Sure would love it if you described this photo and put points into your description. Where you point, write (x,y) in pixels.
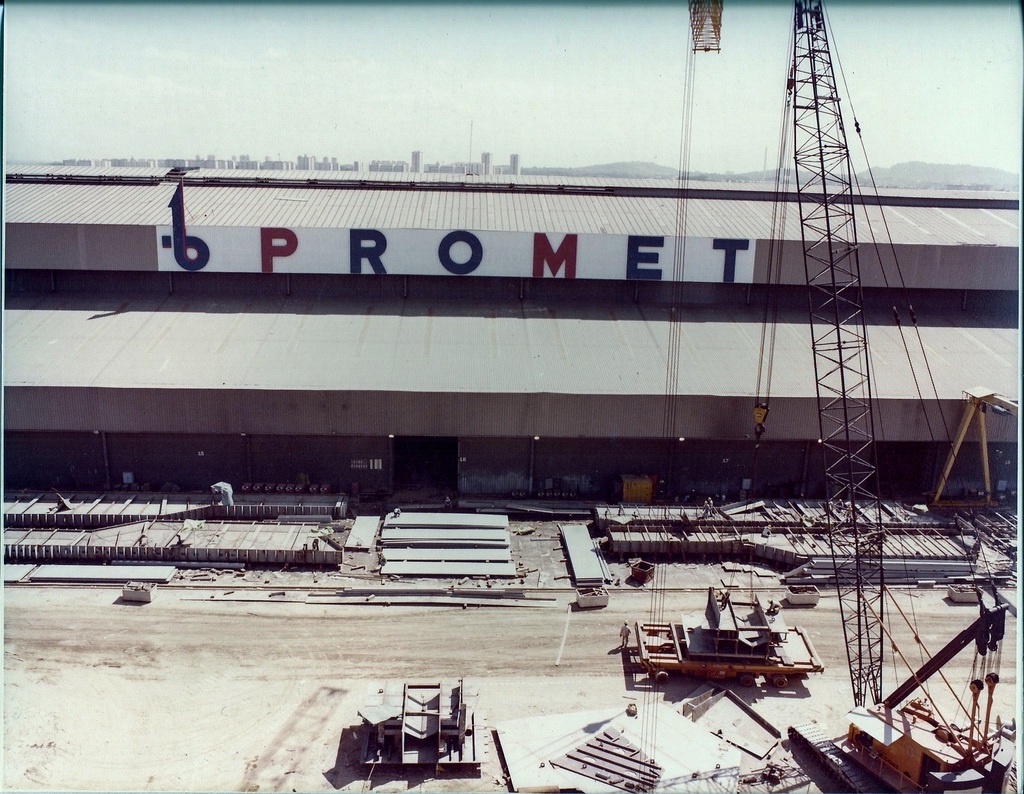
In this image I can see vehicles (889,767) and some other objects (722,688) on the ground (653,606). Here I can see a building (467,276). Here I can see a name (635,254) on the building (411,288). In the background (469,56) I can see mountains (939,171) and the sky (485,85).
